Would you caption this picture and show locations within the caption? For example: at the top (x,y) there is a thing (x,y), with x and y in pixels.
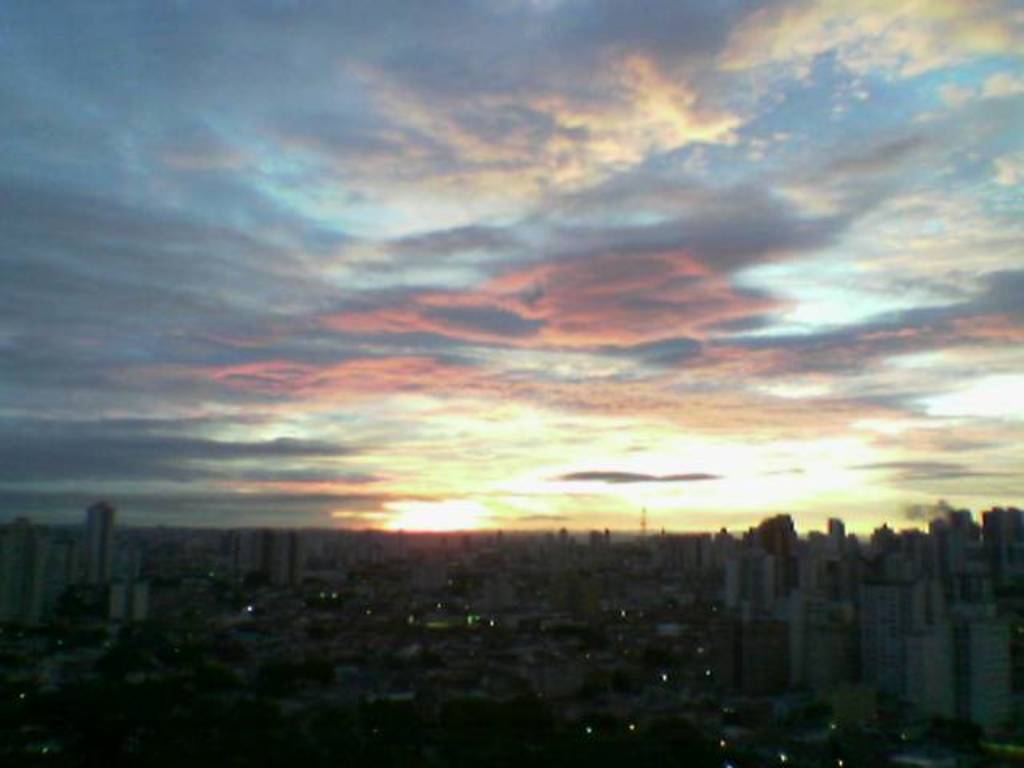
In the image there are many buildings (685,620) on land (162,611), this is clicked on aerial view of a city (379,662) and above its sky (422,271) with clouds (482,347).
